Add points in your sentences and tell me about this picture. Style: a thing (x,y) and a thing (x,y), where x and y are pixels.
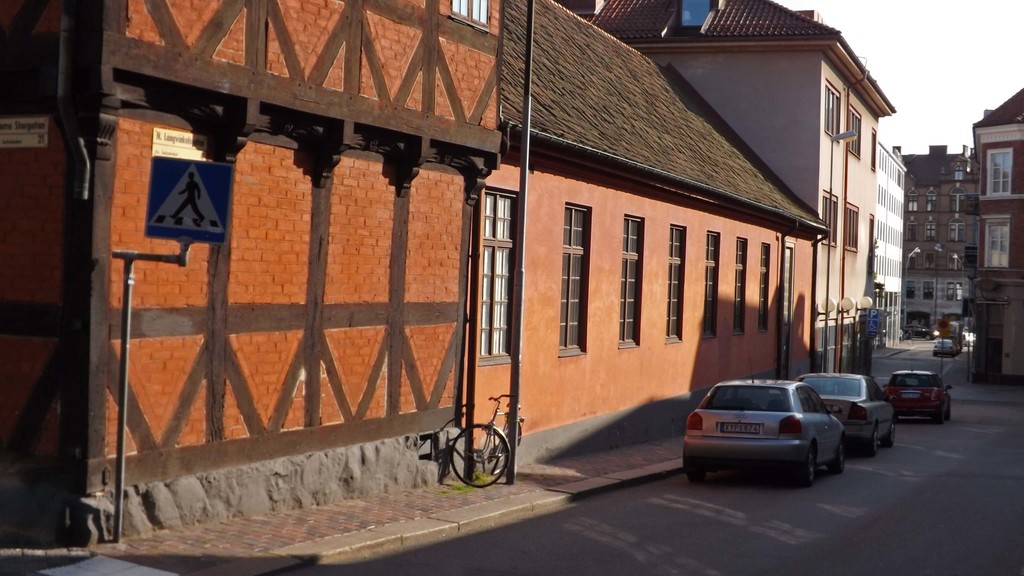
On the right (836,428) there are vehicles (818,412) on the road (994,470). In the background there are buildings (421,189), light poles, sign board poles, windows (628,319), roof (731,160) and there is a bicycle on the footpath (449,488) at the pole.
